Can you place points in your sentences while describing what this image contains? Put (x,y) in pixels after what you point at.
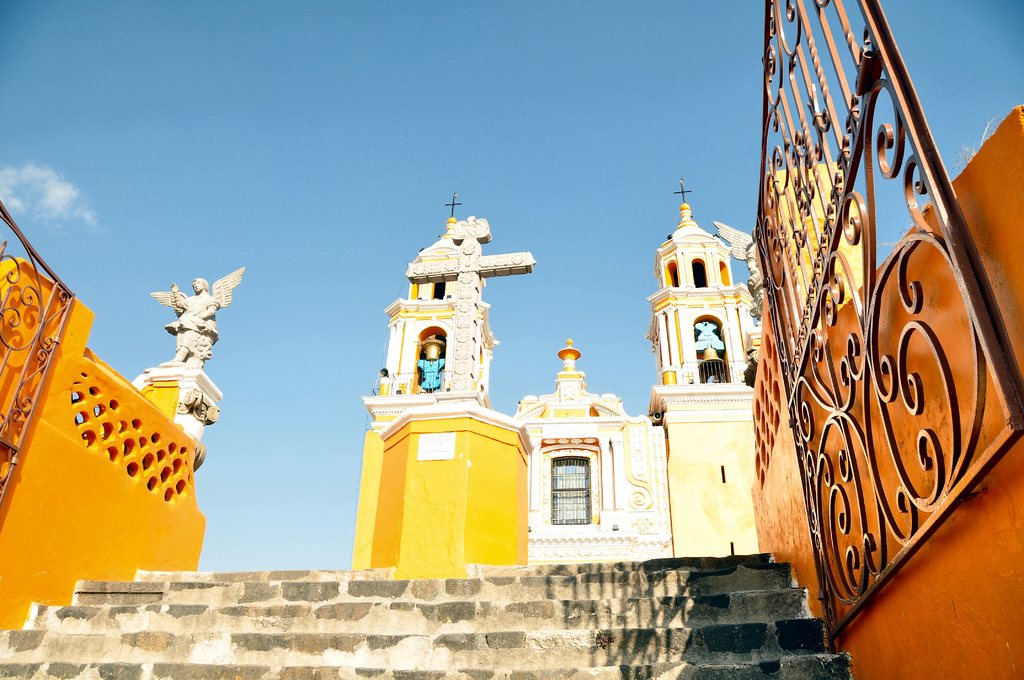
In this image there is the sky (406,52) towards the top of the image (394,69), there are clouds (56,176) in the sky (85,163), there is a church (578,520), there is a sculpture (467,356), there is a wall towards the right of the image (932,402), there is a wall (129,505) towards the left of the image (106,457), there are bells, there is gate (867,239) towards the right of the image (897,245), there is gate (45,322) towards the left of the image (27,245), there are stairs (426,614) towards the bottom of the image (424,596), there is a window (590,478).
